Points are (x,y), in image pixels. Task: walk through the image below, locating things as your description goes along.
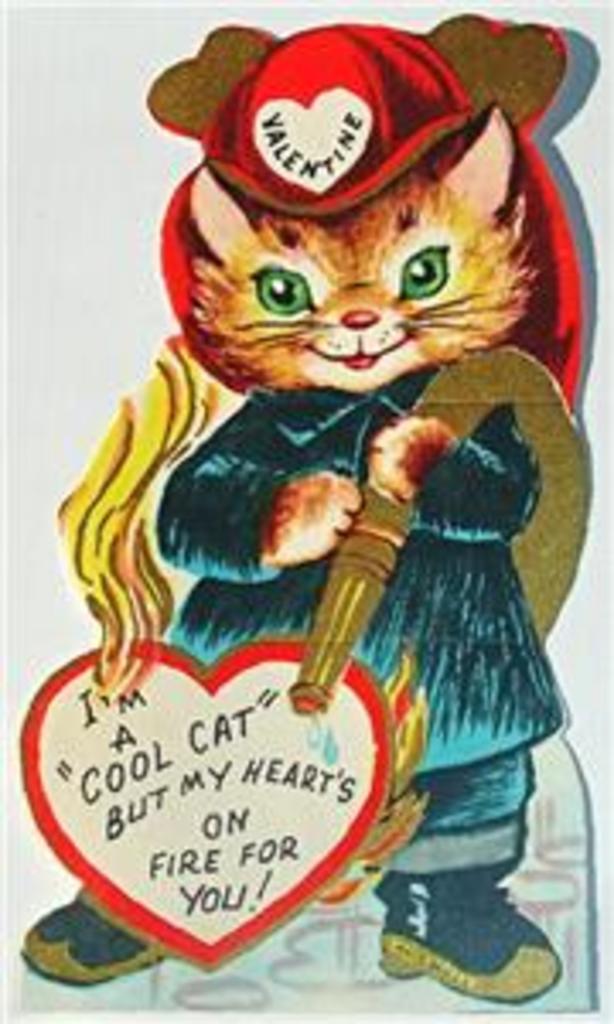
This is a cartoon picture of a cat (417,364) and we see text (226,833) on it.
